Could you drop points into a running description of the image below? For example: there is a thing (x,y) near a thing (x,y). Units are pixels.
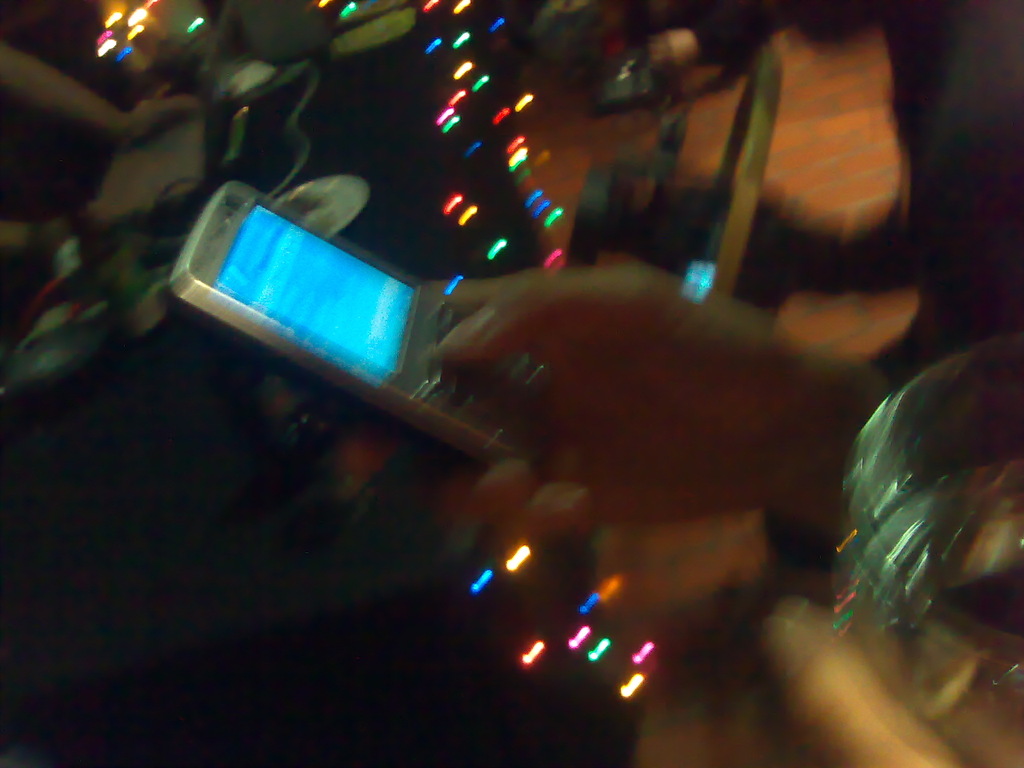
In this image we can see a person (801,417) holding an object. There are many objects (610,105) in the image. There are few lights (511,142) in the image. There is a blur background (583,74) in the image.
